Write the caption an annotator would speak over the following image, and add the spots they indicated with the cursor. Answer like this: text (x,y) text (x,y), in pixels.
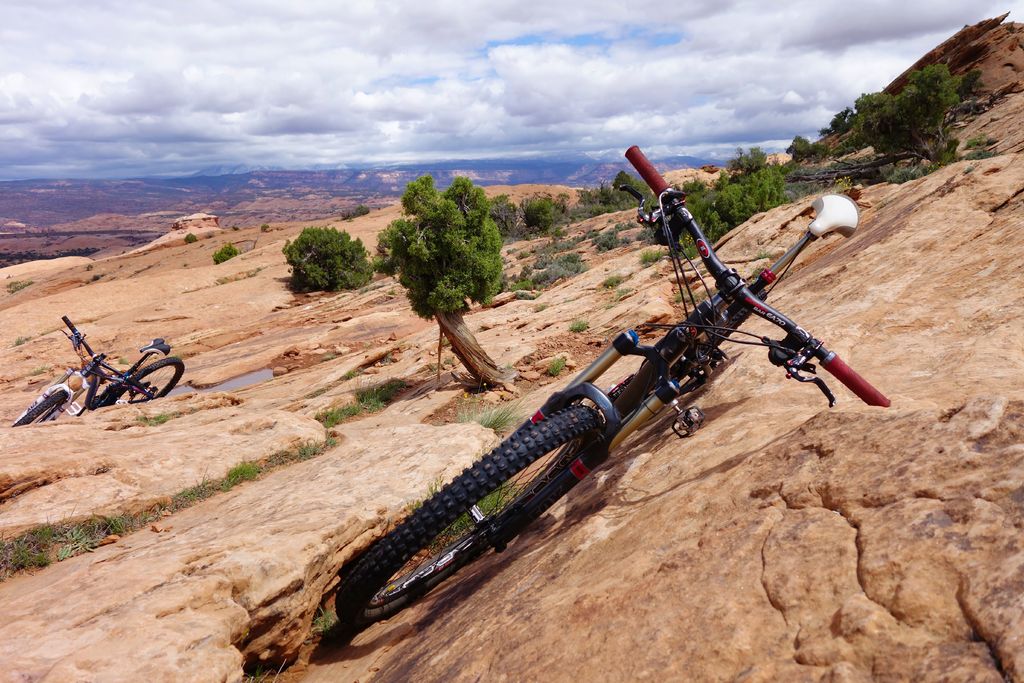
In this image, we can see two bicycles (776,310) are placed on the rocks (383,461). Here we can see grass (291,464), plants (804,144) and trees (443,311). Top of the image (873,48), there is a cloudy sky (401,104).
